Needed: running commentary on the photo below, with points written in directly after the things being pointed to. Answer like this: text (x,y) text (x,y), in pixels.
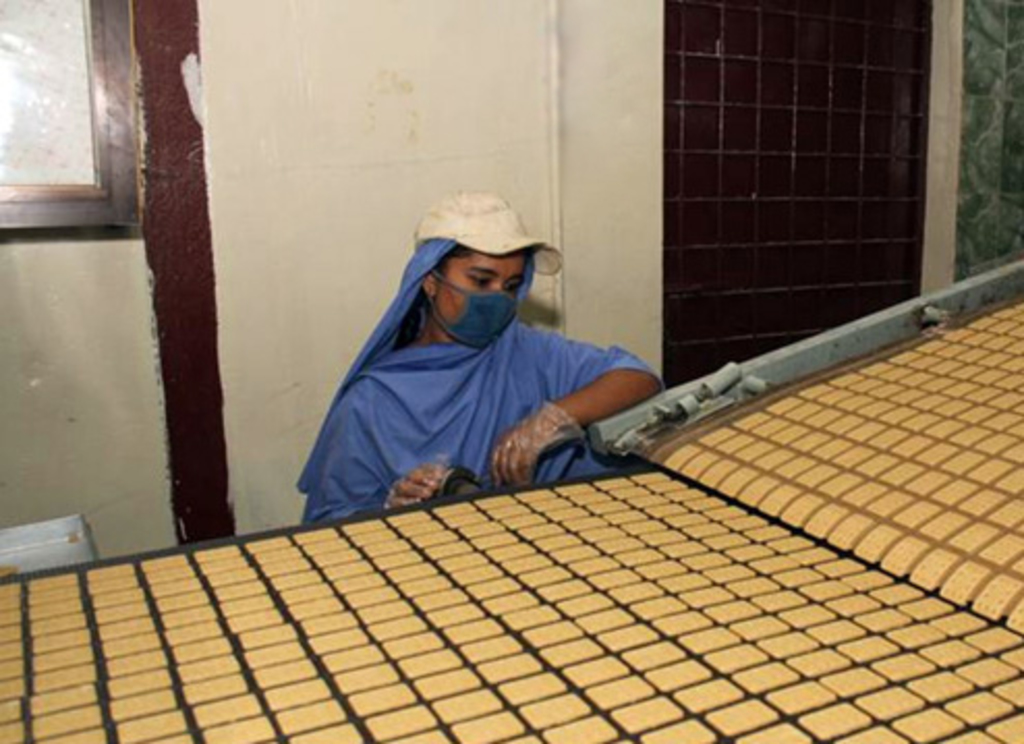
In this image a woman (438,451) is wearing a cap (448,209), gloves (434,482) and mask (501,324). She is behind the machine (504,577) having some food (588,649) on it. There is a frame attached to the wall (229,392). There is a window (762,214) to the wall (621,221).
